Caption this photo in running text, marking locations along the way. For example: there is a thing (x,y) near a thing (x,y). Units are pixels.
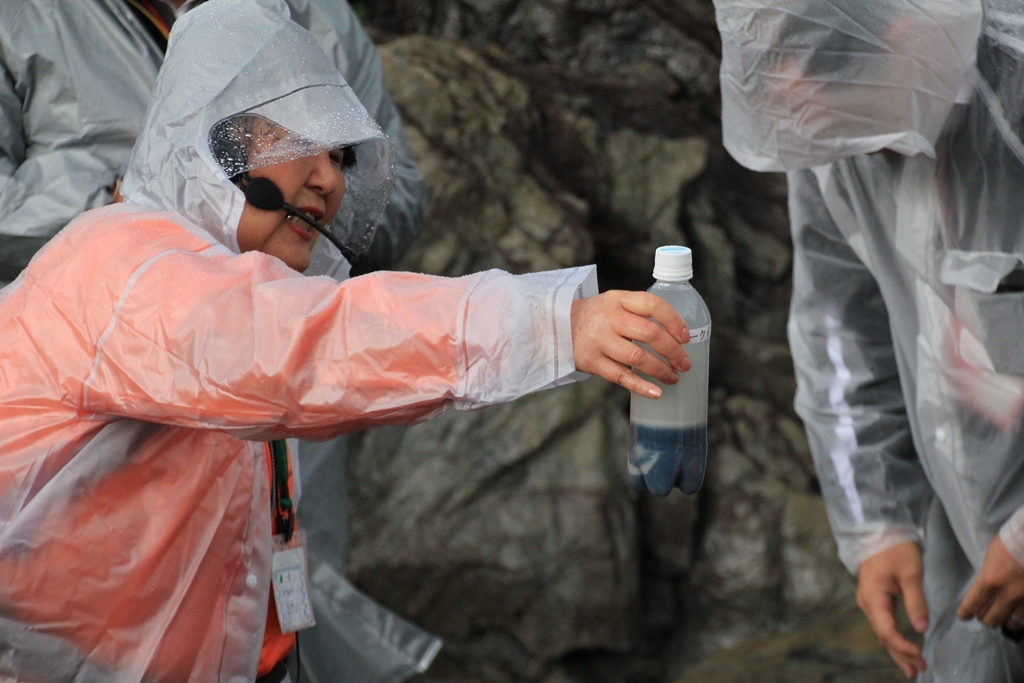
In this picture there are three people (233,138) standing wearing a rain coat (138,116), and the person (222,39) in red dress (90,293) holding a bottle (648,401). Background of this people (843,230) is a rock (545,173).
